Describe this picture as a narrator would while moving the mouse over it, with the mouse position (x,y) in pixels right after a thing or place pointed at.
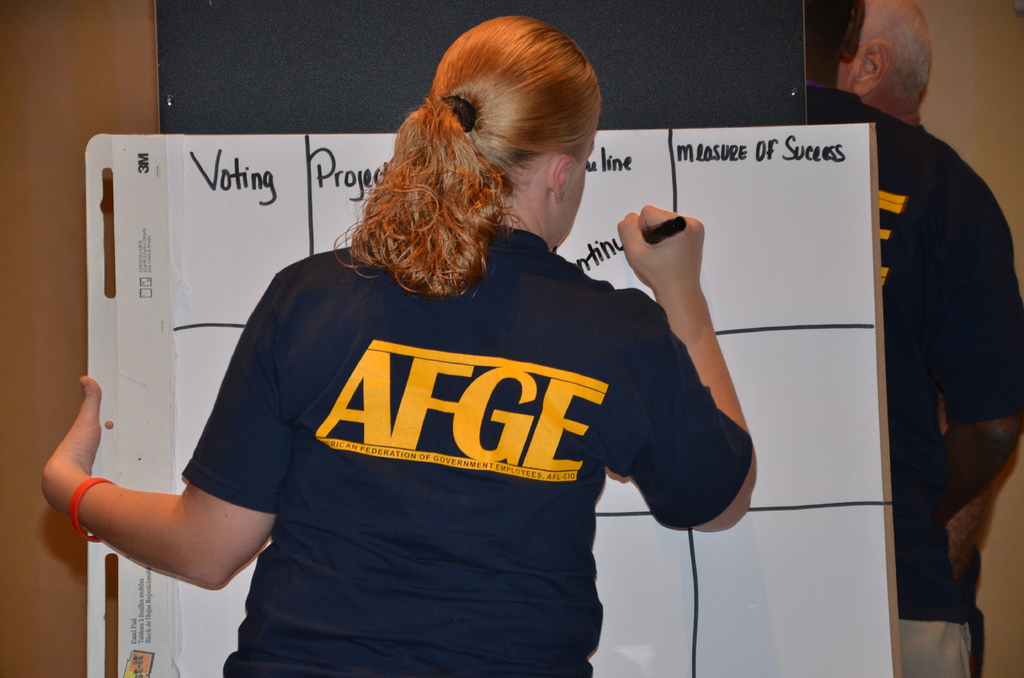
In this image, we can see a person (461,457) holding a marker (649,238) and writing on a board (605,207). On the right side of the image (905,210), we can see two persons (912,137) and wall (975,122).
